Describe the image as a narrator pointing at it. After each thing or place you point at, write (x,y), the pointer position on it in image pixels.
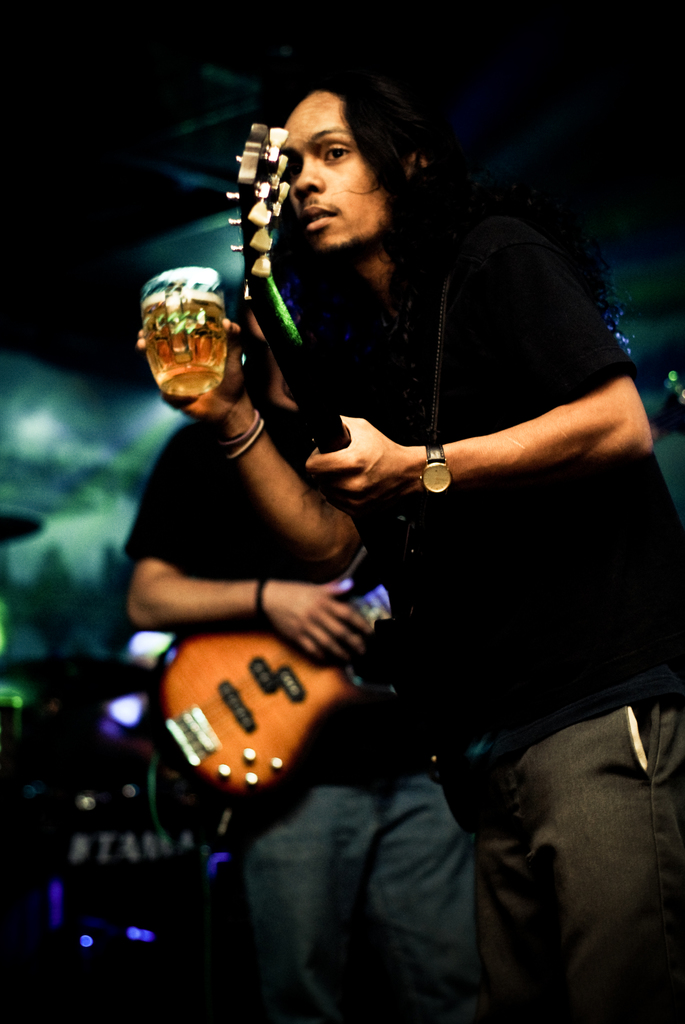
The man (472,459) wearing a black t-shirt (529,540) holding a guitar (281,313) with watch (436,476) on his left hand (420,487) and beer mug (214,386) on his right hand (222,409) standing in front of man (188,552) who also holding a guitar (281,744). The background (41,432) has dim lights (112,440) over some places.
